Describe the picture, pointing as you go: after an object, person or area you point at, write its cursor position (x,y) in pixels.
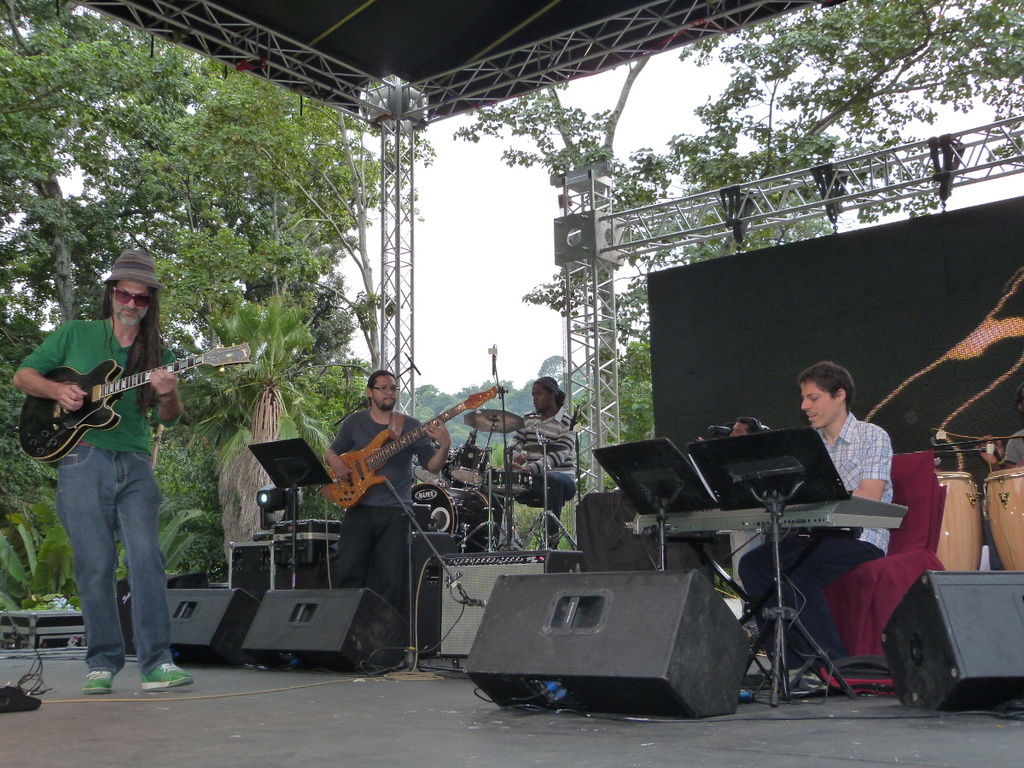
In this image i can see few persons (364,426) playing some musical instrument (506,479) a board (830,323), a railing (725,219), a tree (708,179) and a sky (485,179).
